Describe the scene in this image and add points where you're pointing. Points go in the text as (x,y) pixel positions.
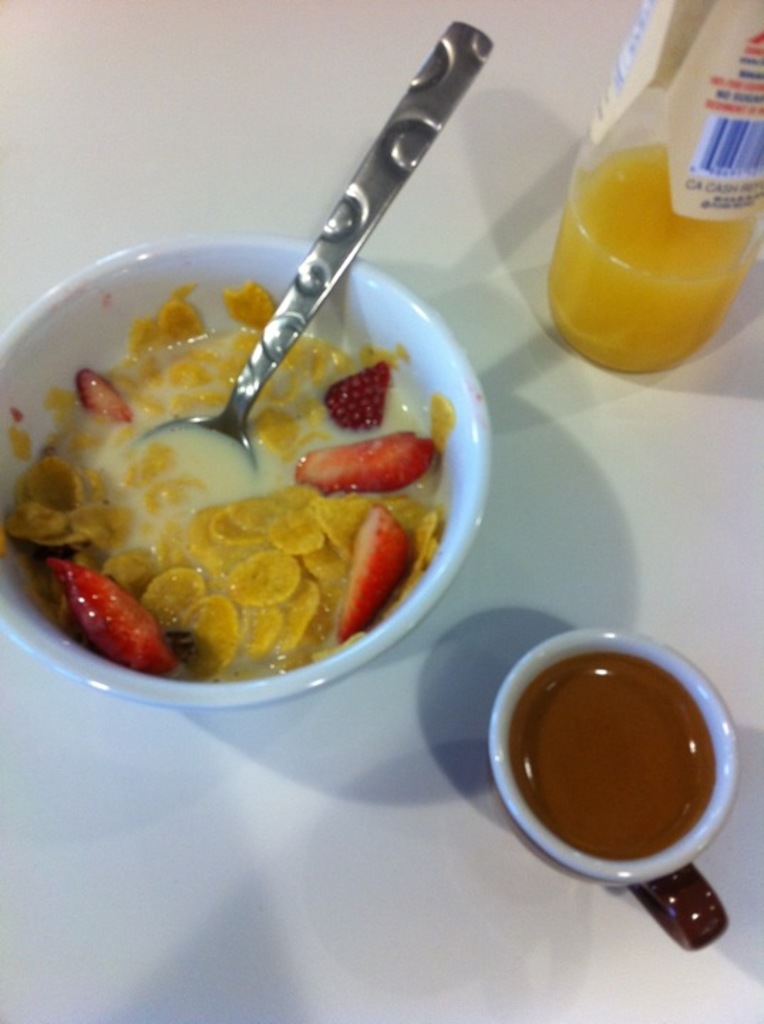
In the image we can see there are corn flakes (295,497), milk (178,519) and strawberry pieces (354,466) in the bowl (241,494) and there is spoon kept in the bowl (306,497). There is tea (642,754) in the cup (535,811) and there is juice bottle (627,267) kept on the table (586,385).
